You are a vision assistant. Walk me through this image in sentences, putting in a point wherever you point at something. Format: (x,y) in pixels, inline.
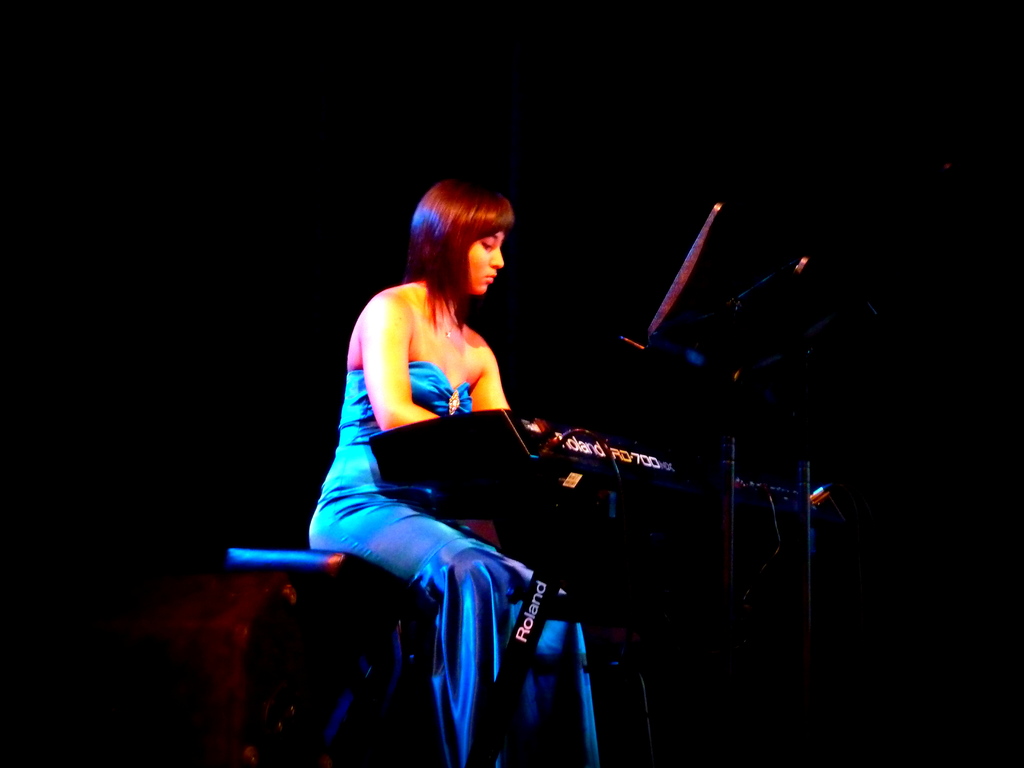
A beautiful woman (490,674) is sitting and playing the musical instrument (588,493), she wore blue color dress (350,521).
